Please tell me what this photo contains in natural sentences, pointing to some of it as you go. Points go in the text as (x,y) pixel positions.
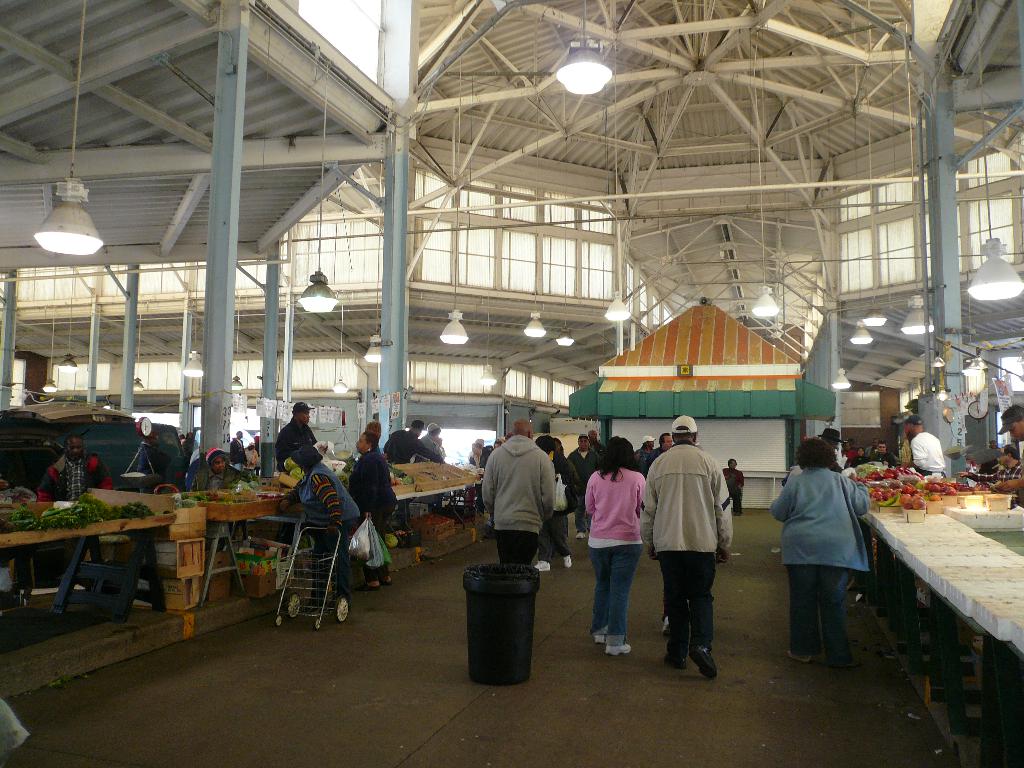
In this picture we can see people (614,510) on the ground (665,700), here we can see a shopping cart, vegetables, tables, lights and some objects (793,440).
